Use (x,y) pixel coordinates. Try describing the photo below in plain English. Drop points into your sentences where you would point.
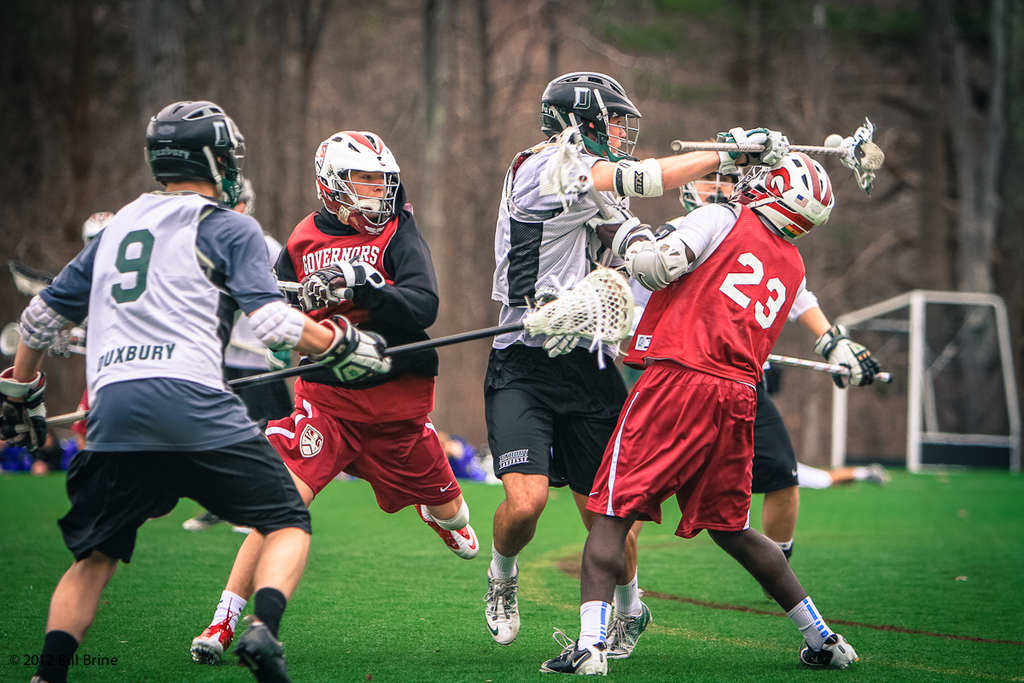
This picture is consists of field lacrosse in the image and there are players (552,261) in the center of the image (551,247) on the grassland (340,538) and there are other people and a net (963,378) in the background area of the image (27,464).
